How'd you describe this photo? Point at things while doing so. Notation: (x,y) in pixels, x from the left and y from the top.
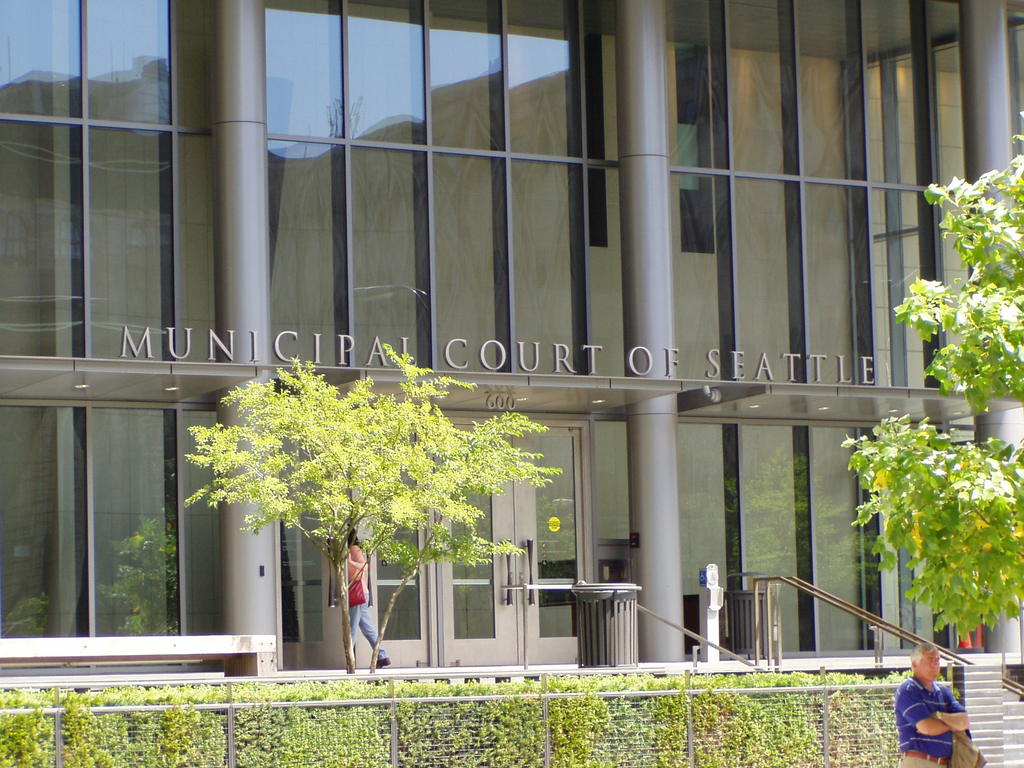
This picture is taken from outside of the building (616,459). In this image, on the right side (928,742), we can see a blue color shirt man (936,702) standing. On the right side (974,314), we can also see some trees (974,318). In the middle of the image (408,466), we can see a woman (371,608), trees (367,434). In the background (778,209), we can see some plants (268,688), metal grill (286,704), metal rod (286,704), building (563,596), pillars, glass window (723,216).
